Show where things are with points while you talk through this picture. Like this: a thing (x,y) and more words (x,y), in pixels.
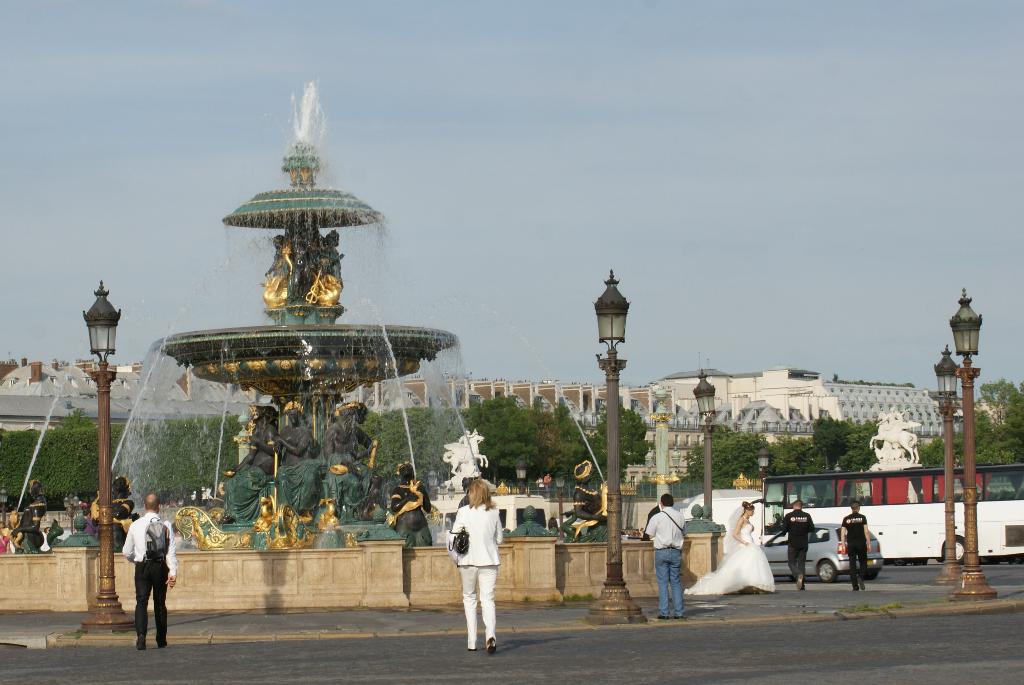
In the center of the image (357,337), we can see a fountain (407,434) and in the background (718,461), there are lights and we can see people (460,569), some are wearing bags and there is a bride (757,566) and we can see trees (626,425), poles (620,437) and buildings (788,403). At the top (599,157), there is sky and at the bottom (731,623), there is a road (765,623).
